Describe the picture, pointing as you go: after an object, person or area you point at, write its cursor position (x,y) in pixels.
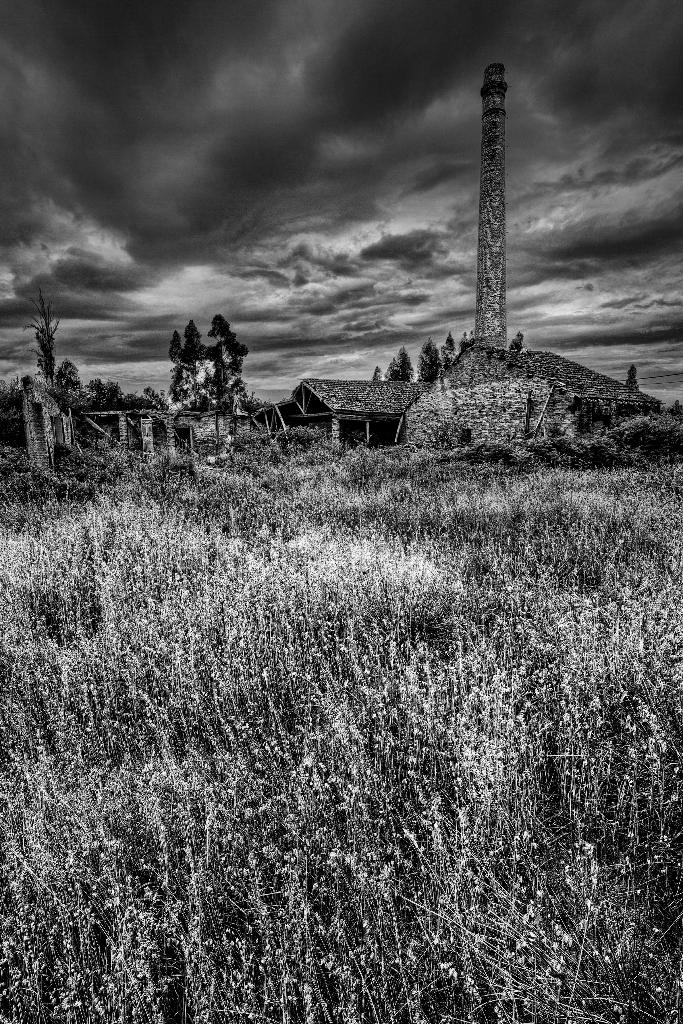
This is a black and white image. There are trees (88,402), houses (405,415), plants (173,788) and a tower (497,336). In the background (296,270), there is the sky (237,208).
